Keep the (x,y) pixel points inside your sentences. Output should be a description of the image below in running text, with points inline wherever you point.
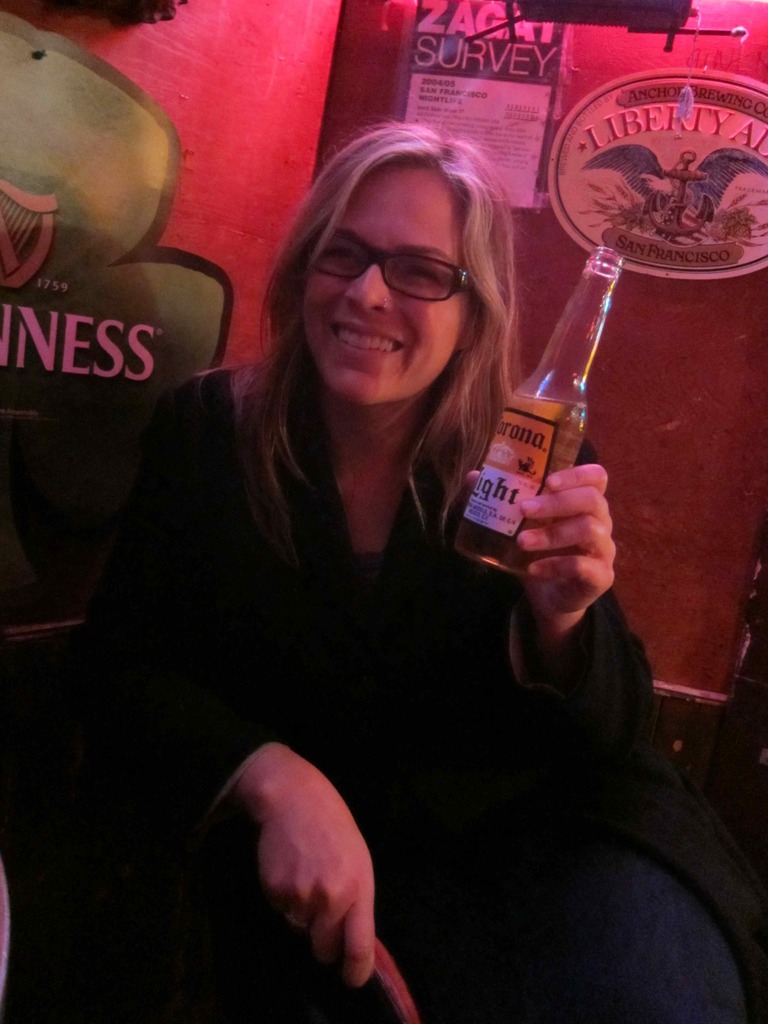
In this picture I can see there is a woman (161,509) sitting and she is holding a beer bottle (567,450) in her left hand (581,577) and she is smiling and wearing spectacles (426,270) and a coat (260,552) and in the backdrop (696,250) there is a wall (188,115) with few posters (568,121) and there is a logo (69,281).
